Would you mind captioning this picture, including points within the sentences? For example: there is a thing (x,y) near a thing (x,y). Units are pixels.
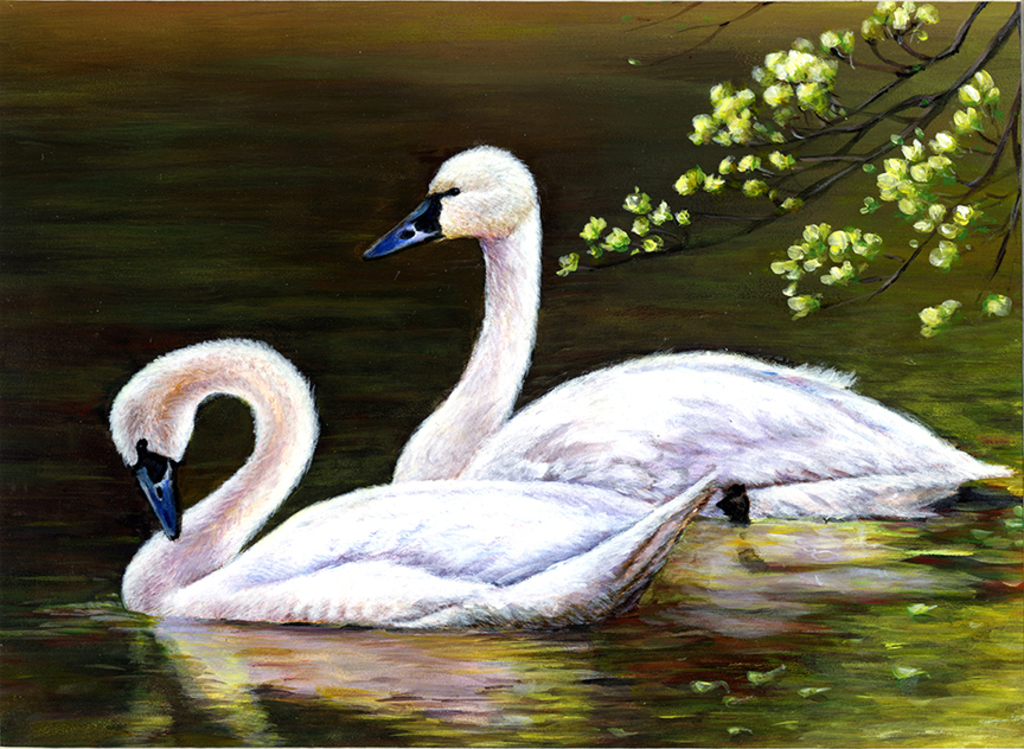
This image looks like an edited photo in which I can see two swans (589,464) in the water (692,585) and trees (941,244).
